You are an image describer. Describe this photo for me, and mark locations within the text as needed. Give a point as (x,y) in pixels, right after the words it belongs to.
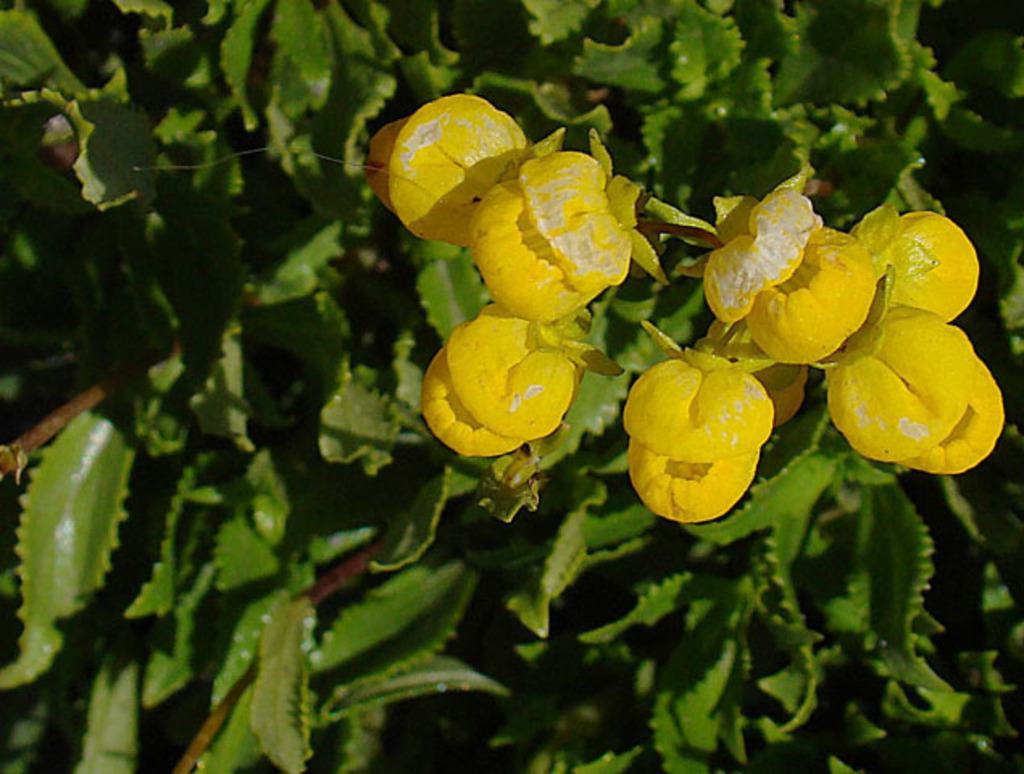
In this image we can see yellow colored flowers (739,235) and green leaves (227,347).
